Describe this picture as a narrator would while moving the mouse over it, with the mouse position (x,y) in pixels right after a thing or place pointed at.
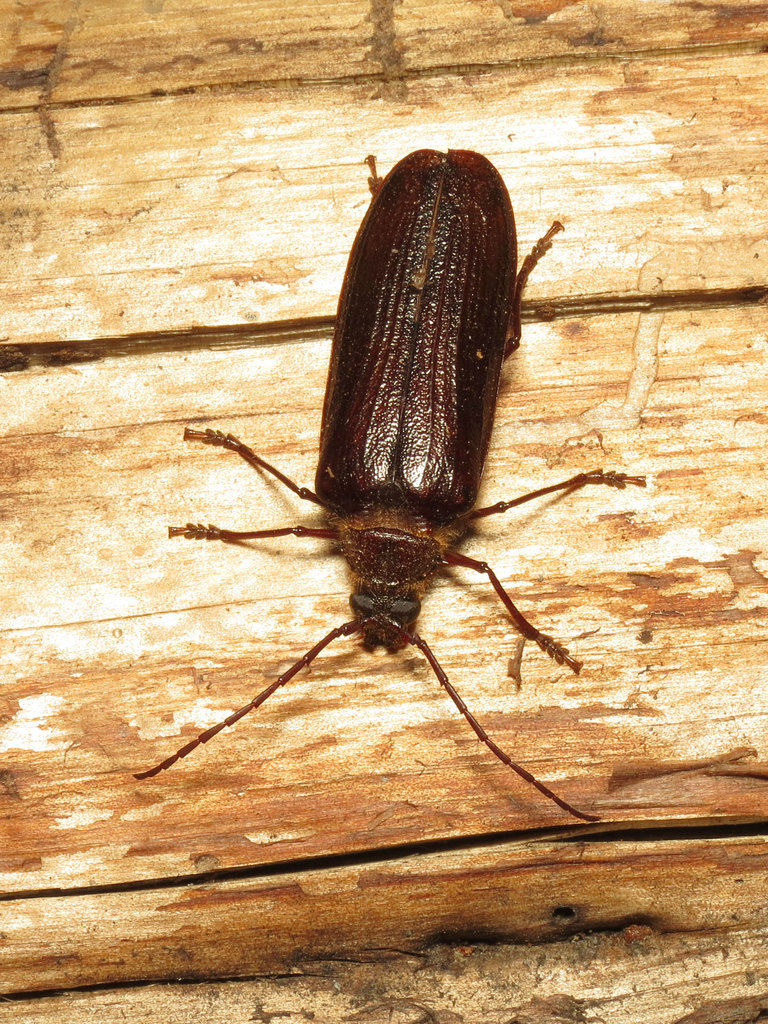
In this image I can see a insect (409,329) in the brown color. It is on the brown color surface (136,143).
